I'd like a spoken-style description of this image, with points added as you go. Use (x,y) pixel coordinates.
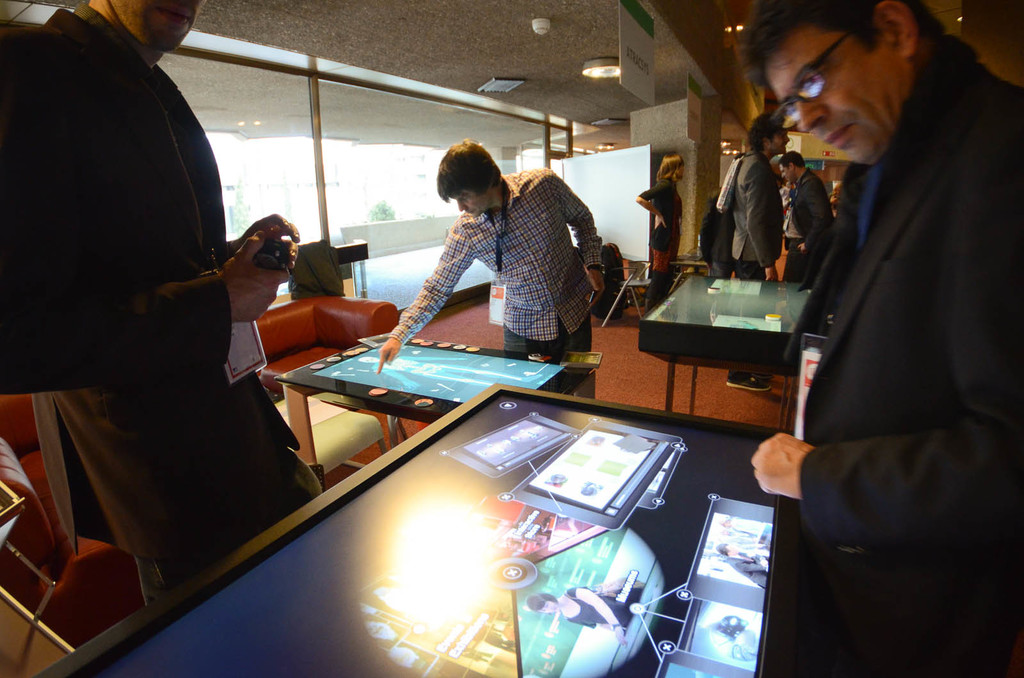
In this image there are tables (447,404), around the tables (345,373) there are people (252,443) standing, in the background (333,325) there is a sofa (305,330), chairs (629,299), glass wall (307,150), at the top (473,44) there is a ceiling (386,47) and lights (596,64).
